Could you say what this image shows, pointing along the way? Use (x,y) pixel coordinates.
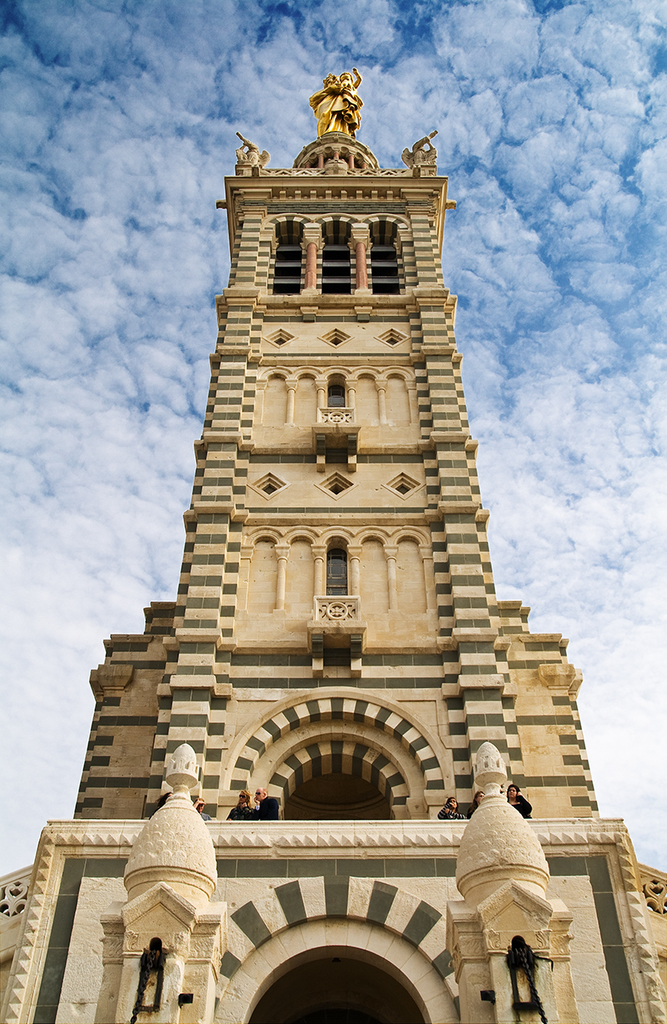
In the middle of the image (440,348) there is a building (249,962), on the building (270,941) there is a statue (335,81). Behind the building (345,147) there are some clouds (603,18) and sky (9,15).
